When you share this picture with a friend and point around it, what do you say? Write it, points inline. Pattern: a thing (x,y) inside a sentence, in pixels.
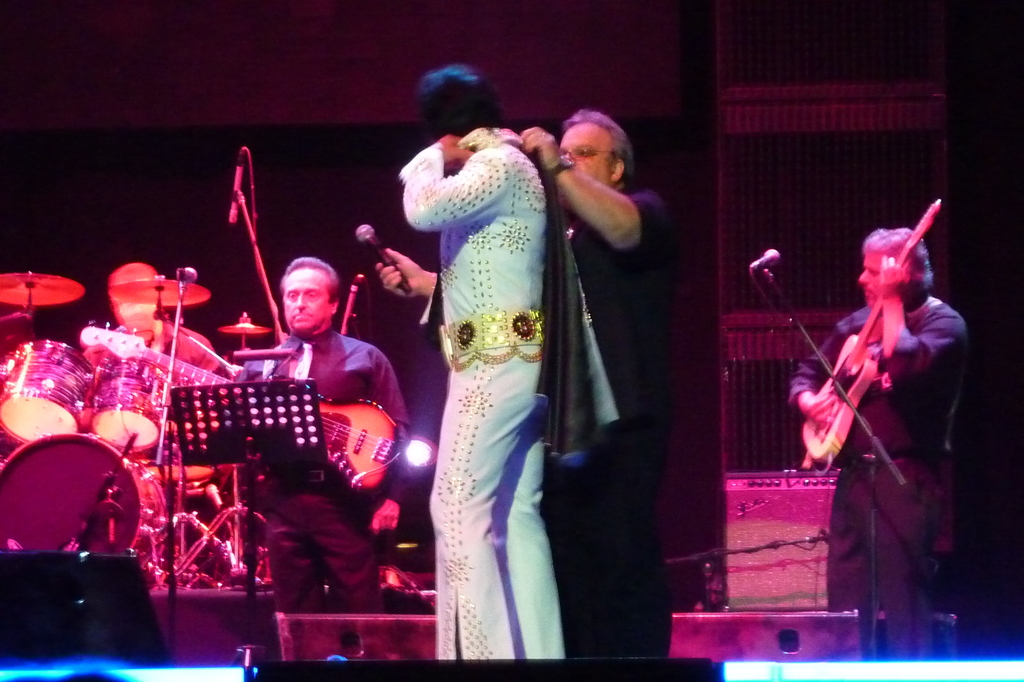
These four persons (493,409) are standing. This person (139,323) sitting and playing musical instrument (144,397). These two persons (909,425) holding guitar (847,405). This person (549,368) holding microphone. There is microphones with stands (876,437).
